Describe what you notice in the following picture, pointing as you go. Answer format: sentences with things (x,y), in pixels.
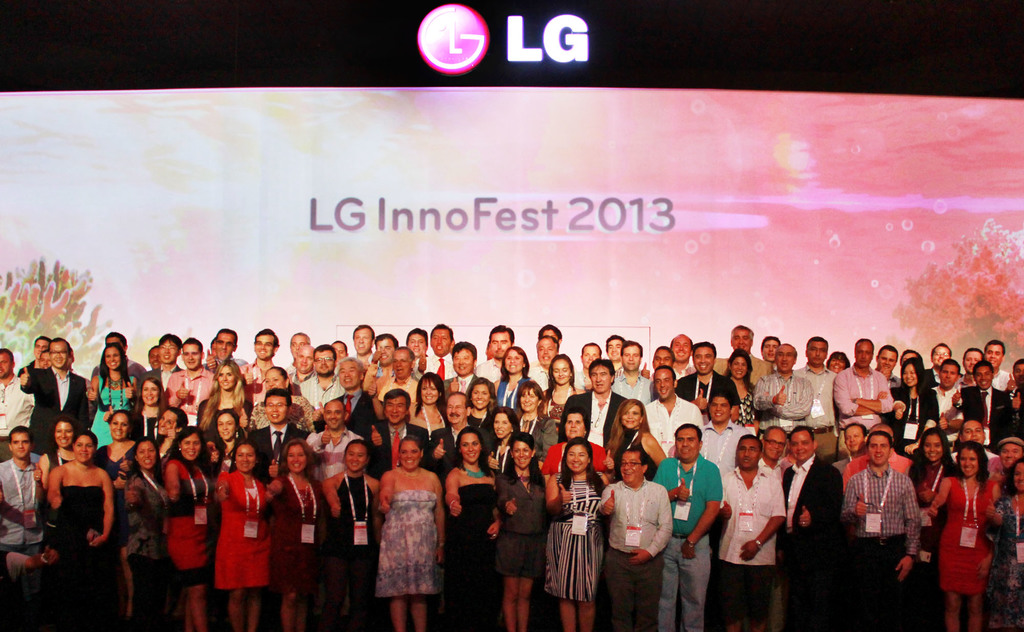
In this image at the bottom (258,462) we can see people (415,473) are standing and in the background (763,324) we can see the screen (460,93).
